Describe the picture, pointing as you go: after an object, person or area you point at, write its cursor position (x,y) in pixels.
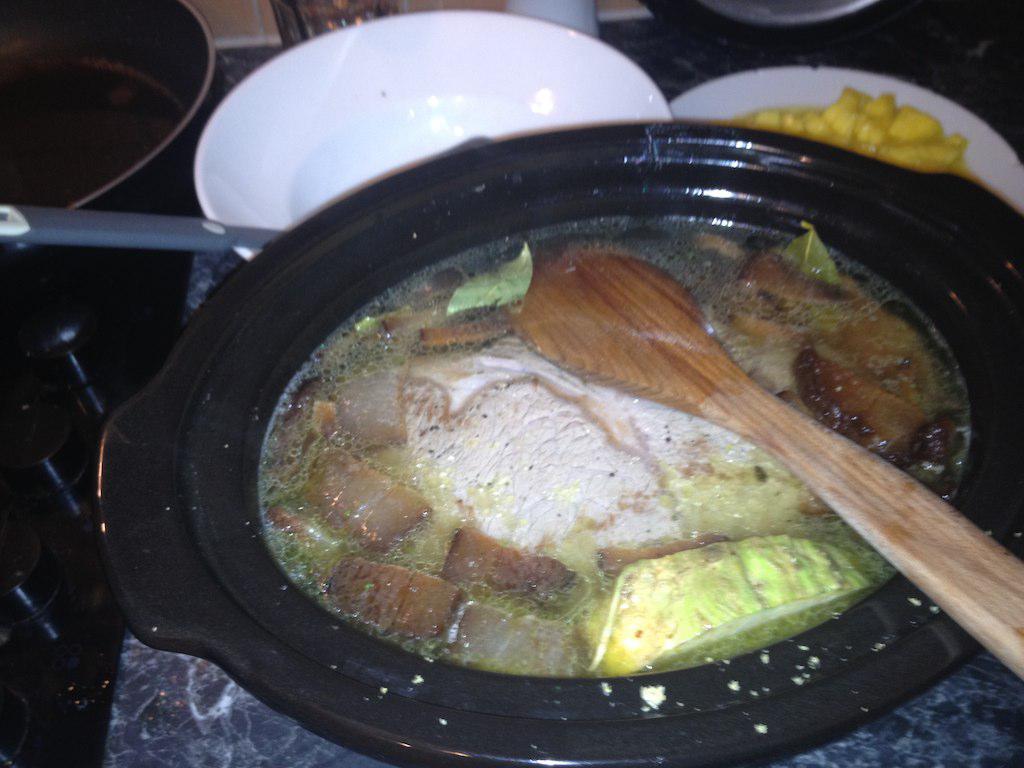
In the center of a image there is a bowl (109,536) with some food items (926,466) in it. There is a spoon (551,273), besides it there is a empty bowl (386,22) with a spoon (15,236).
